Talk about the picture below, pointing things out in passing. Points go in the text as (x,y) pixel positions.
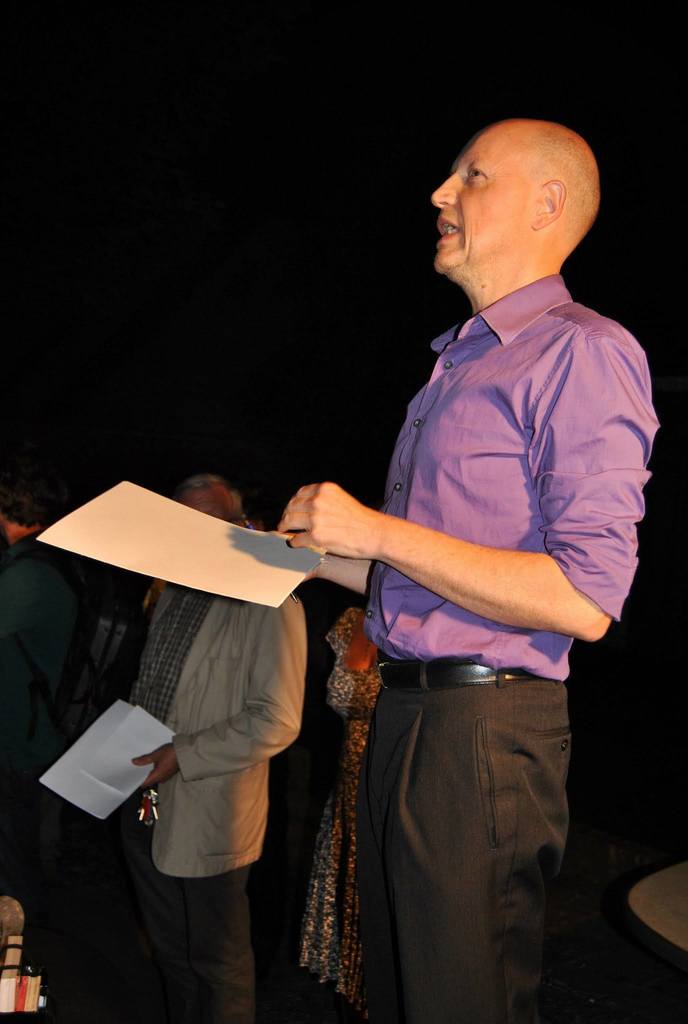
In this image I can see a person (449,431) standing wearing purple shirt (434,494) and brown pant (388,839). I can also see few papers (175,514) in the person hand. Background (233,671) I can see few other persons (296,690) and dark background (94,246).
